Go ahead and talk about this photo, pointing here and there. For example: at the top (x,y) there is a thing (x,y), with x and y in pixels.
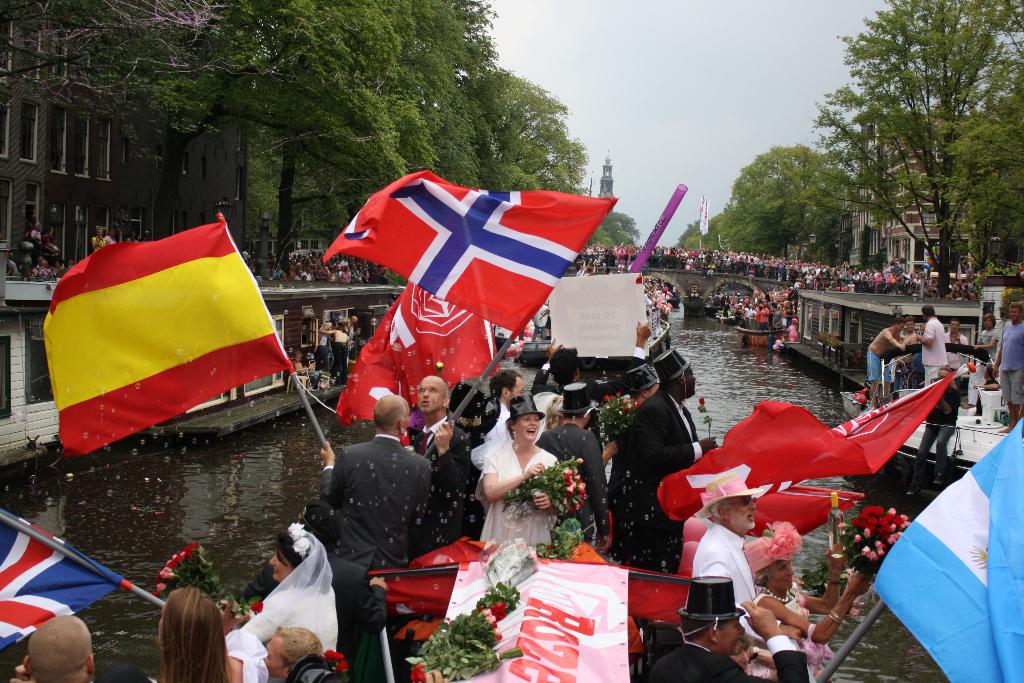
In this image there are group of people (528,411) standing and holding the flags (769,496) and flower bouquets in the boat (550,625) which is on water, and in the background (778,339) there are group of people (954,327), boats (864,317) on the water (729,364), bridge (681,289), buildings (20,185), trees (971,228), sky (668,47).
